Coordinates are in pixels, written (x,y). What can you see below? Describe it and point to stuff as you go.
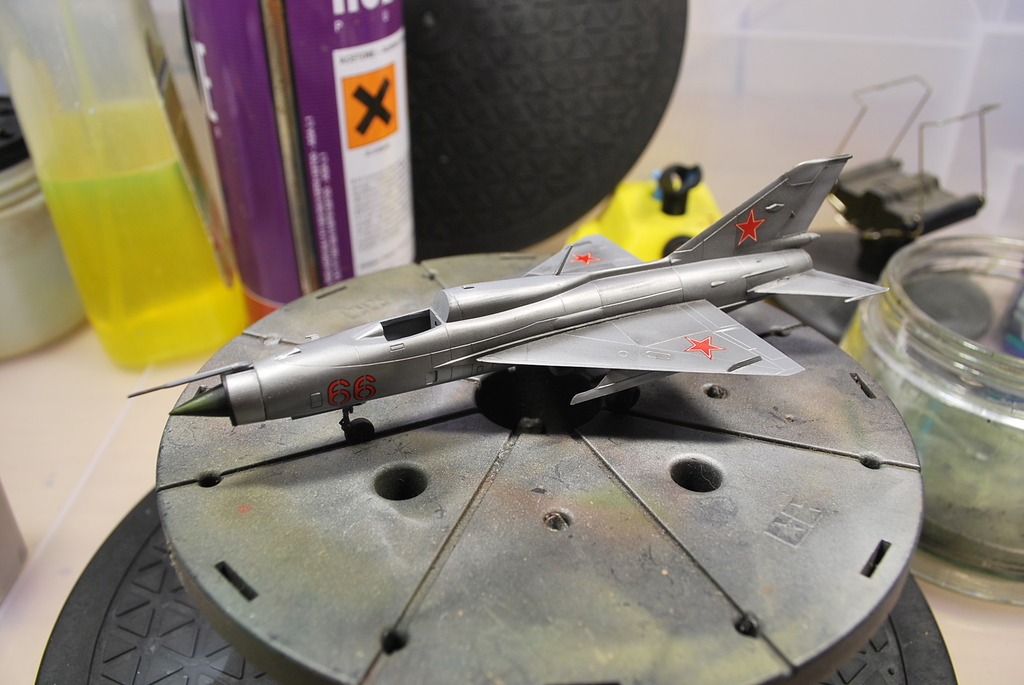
In the middle of the image (613,342) we can see miniature of a plane (428,352), in the background (364,192) we can see few bottles (331,195) and other things (869,172), also we can see liquid (137,253) in the bottle (128,227).
